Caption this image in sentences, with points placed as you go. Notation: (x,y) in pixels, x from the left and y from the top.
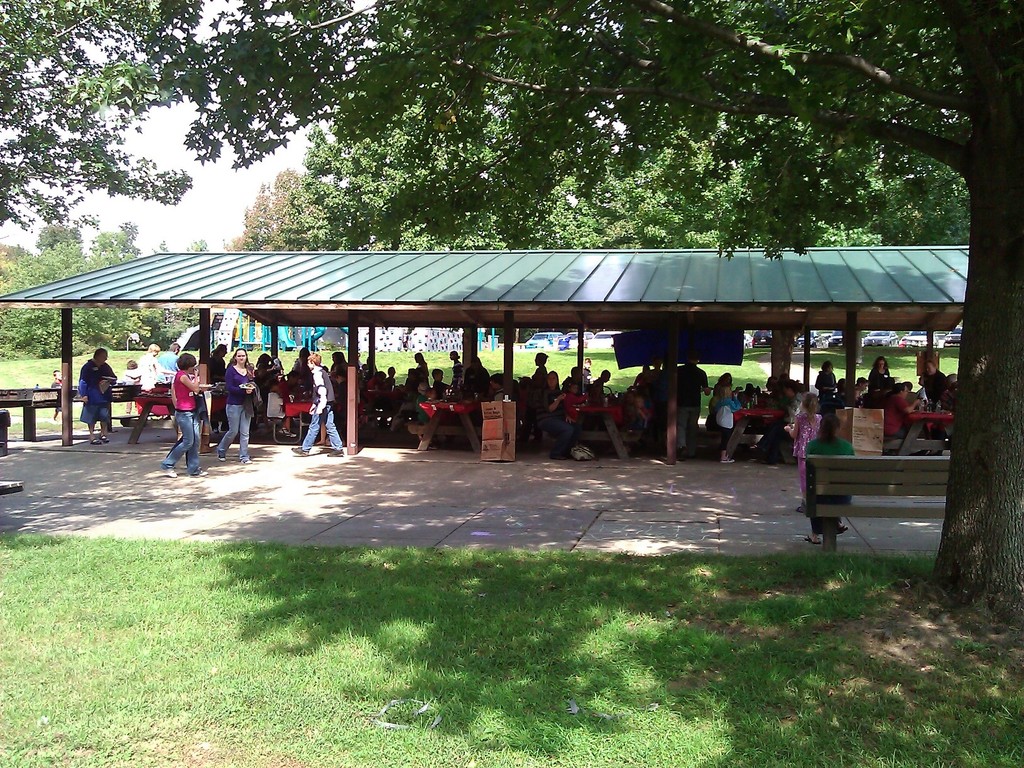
In this picture we can see a few people (796,383) are sitting on the chair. Some people (239,434) are walking on the path (145,459). We can see a person (830,438) sitting on the bench (865,468) on the right side (842,443). Some grass (878,751) is visible on the ground (254,583). There are some trees (22,264) and vehicles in the background (22,262).
